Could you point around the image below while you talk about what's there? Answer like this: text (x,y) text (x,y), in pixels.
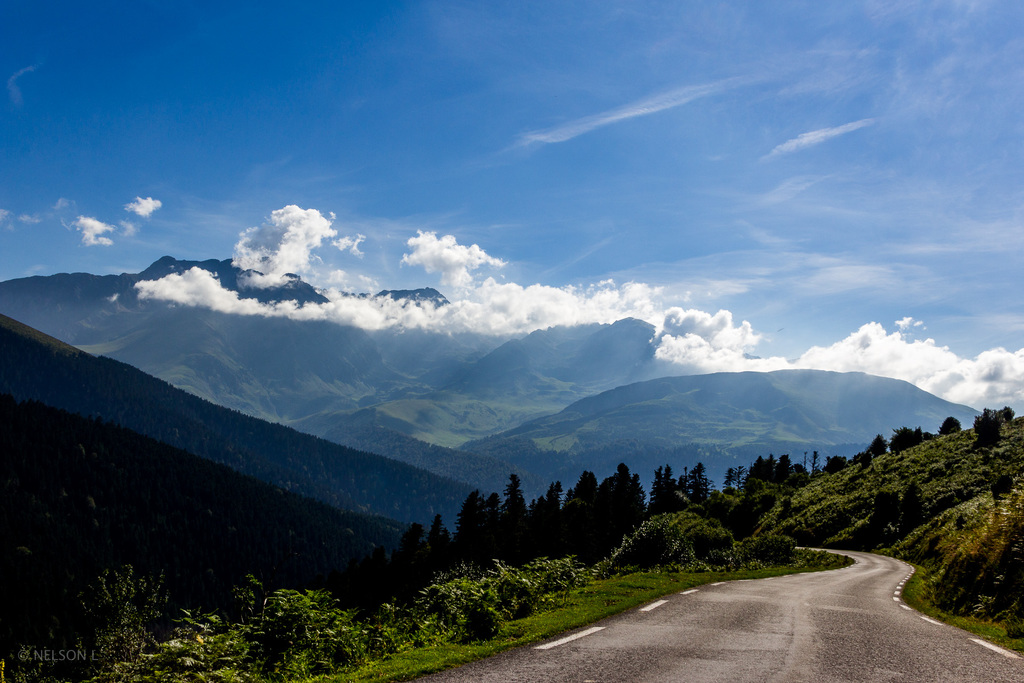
In front of the image there is a road (723,627). There is grass (690,580) on the surface (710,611). There are plants (552,582), trees (572,504), mountains (431,455). At the top of the image (747,163) there are clouds (284,260) in the sky (664,220). There is some text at the bottom of the image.
